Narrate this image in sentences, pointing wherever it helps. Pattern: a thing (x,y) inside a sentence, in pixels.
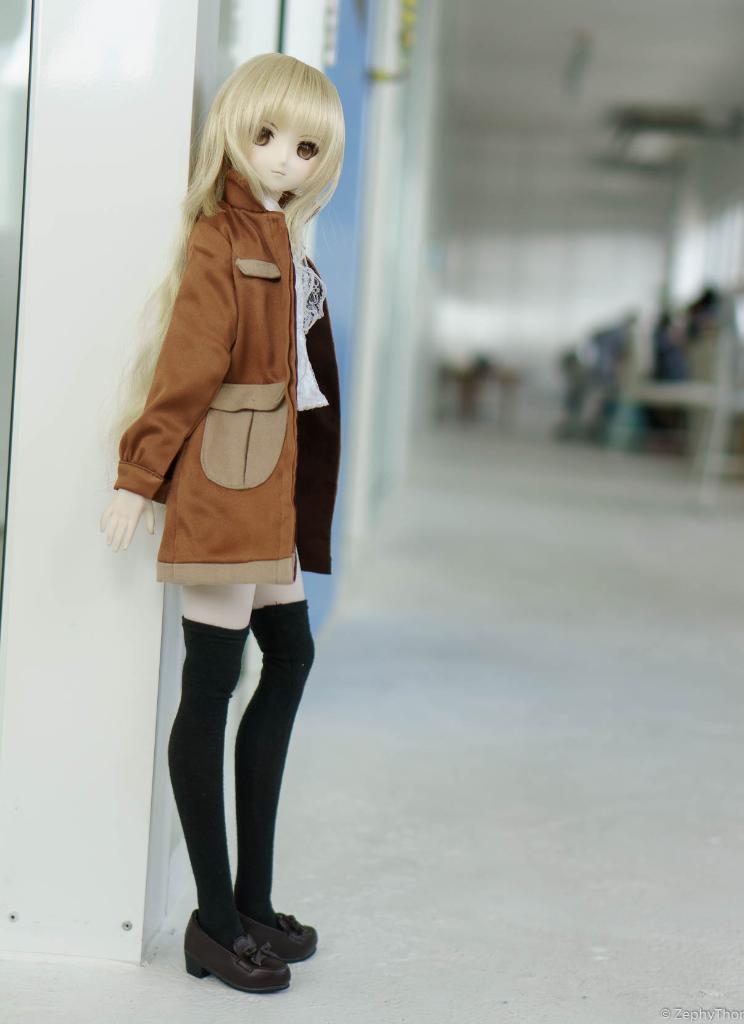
As we can see in the image there is a wall (212,48) and a toy (182,569) in the front (241,530). The background (407,76) is blurred.
